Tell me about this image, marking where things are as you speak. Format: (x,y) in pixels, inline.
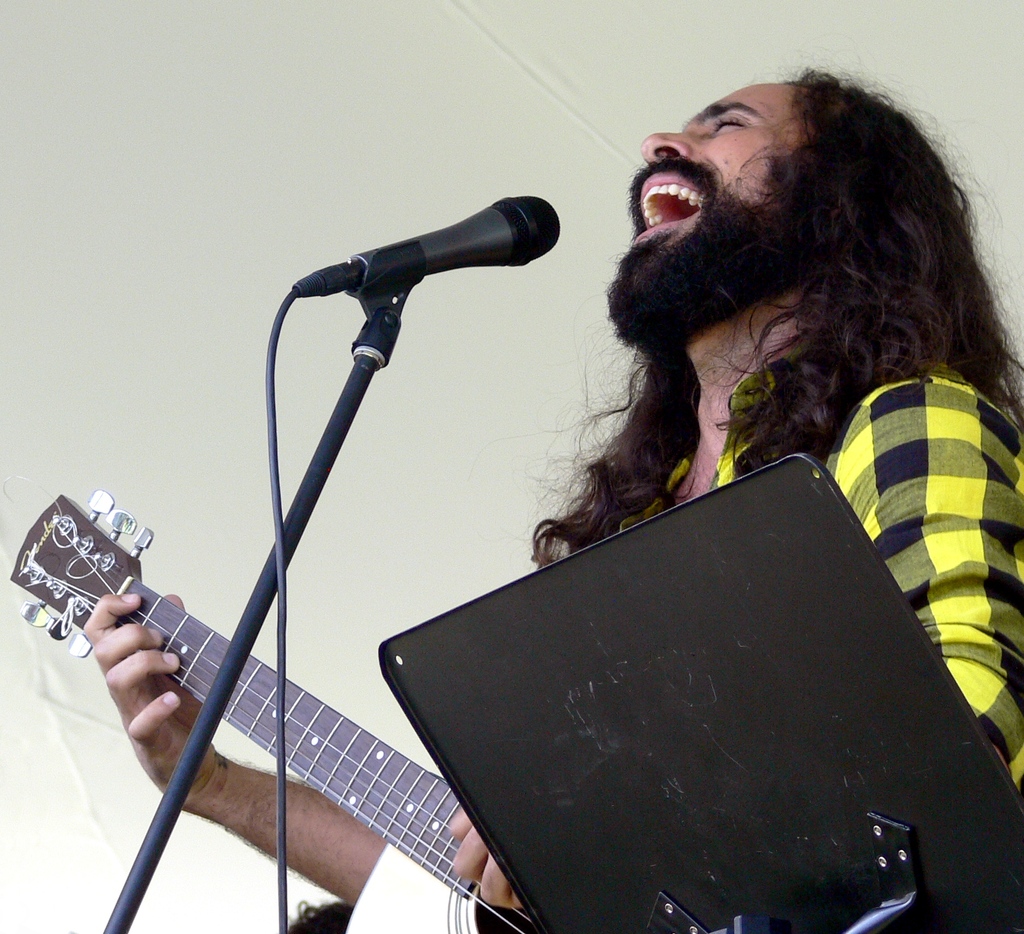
This man (747,183) is playing a guitar (499,923) and singing in-front of mic (450,233). This is mic holder (138,874).
